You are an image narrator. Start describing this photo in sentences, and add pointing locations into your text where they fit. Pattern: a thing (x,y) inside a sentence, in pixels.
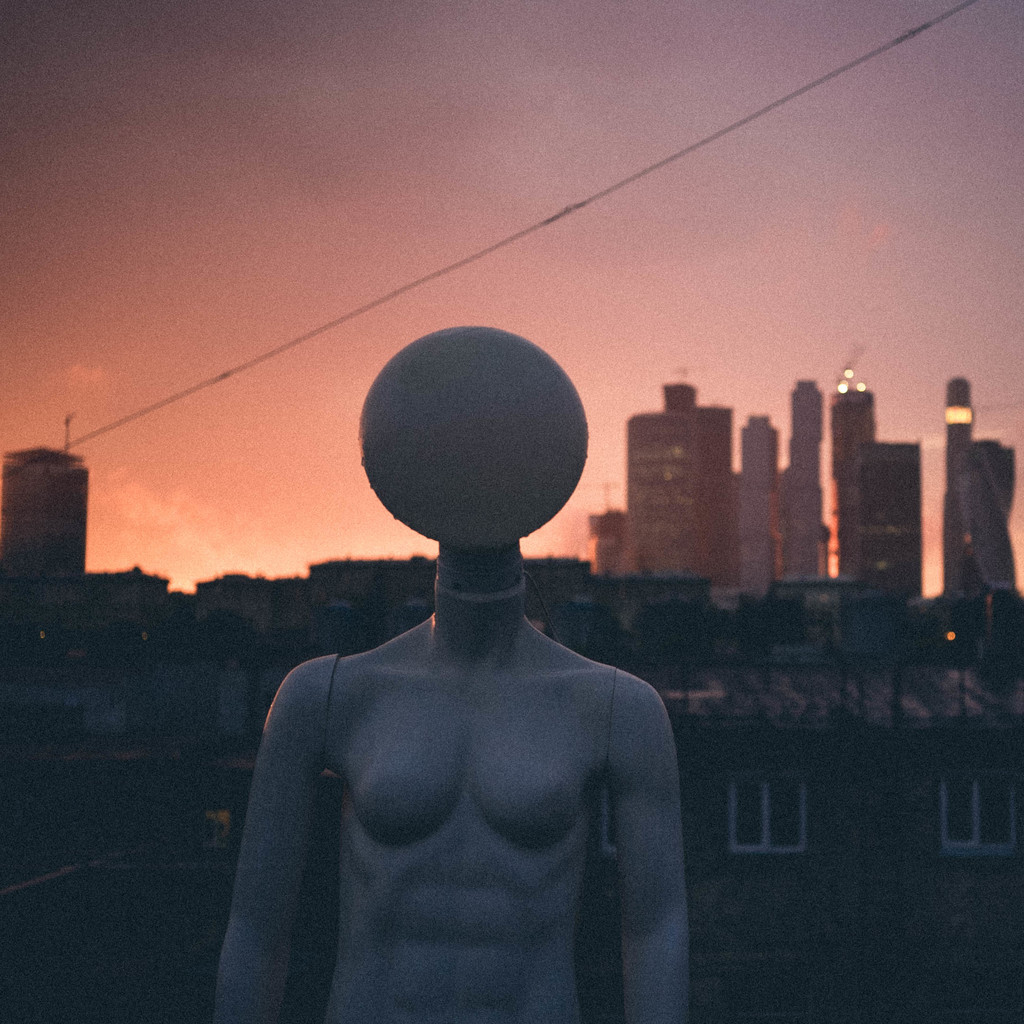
In the foreground of this image (509,871), there is mannequin (514,777) and a bulb (477,440). In the background (812,569), there are buildings (838,604), a cable (850,68) and the sky (295,222).
